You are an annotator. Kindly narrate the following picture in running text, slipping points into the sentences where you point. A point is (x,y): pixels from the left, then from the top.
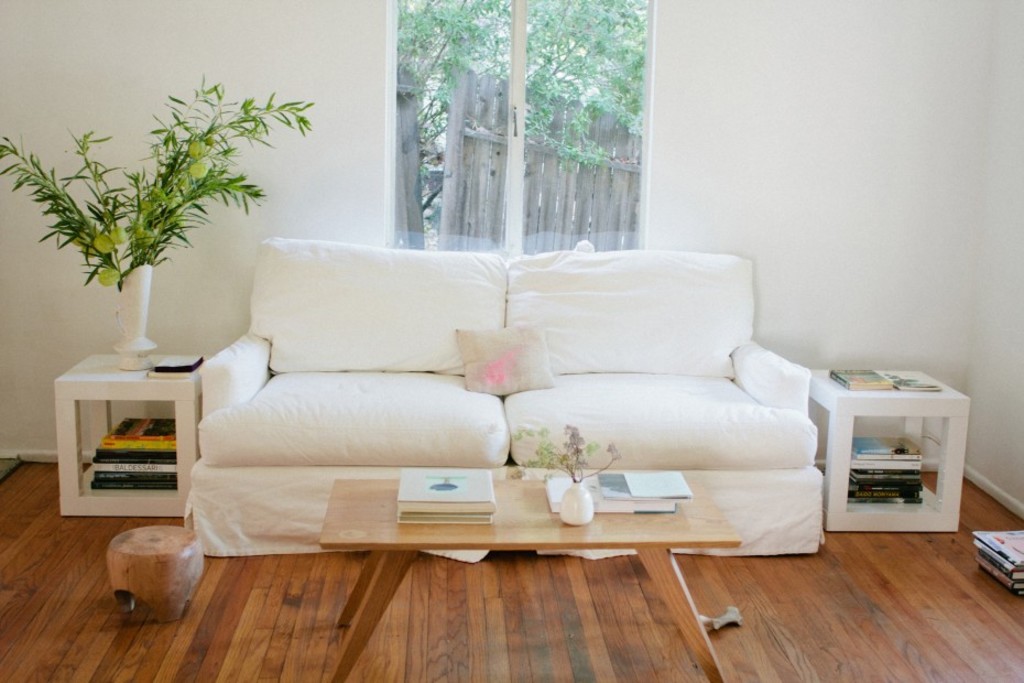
This picture is clicked in a room (455,487) In the middle (556,316) there is a sofa (449,432), pillow (503,366), table (638,526) on that table (598,528) there is a book (614,505), plant (568,463). On the left (136,340) there is a houseplant (136,226) and books (130,447). In the background (180,312) there is a window (589,139) and wall (843,207).
